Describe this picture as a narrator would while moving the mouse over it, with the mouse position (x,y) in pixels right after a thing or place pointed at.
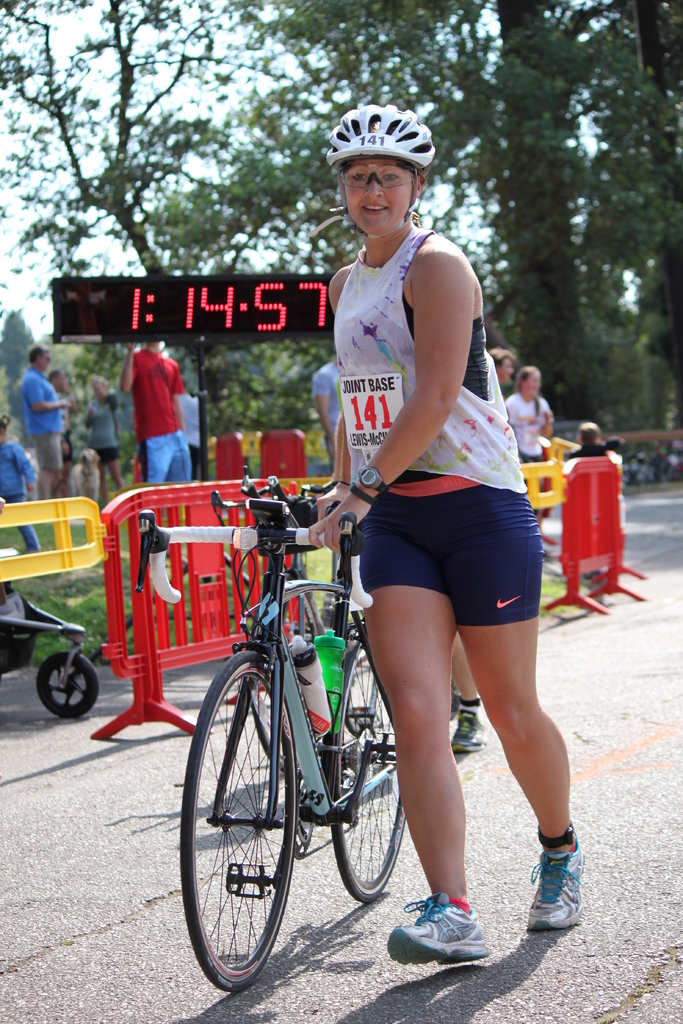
This picture shows a woman (384,633) walking holding a bicycle (400,798) and she wore a helmet (346,118) and spectacles (390,175) and we see trees (556,134) and a digital time board (322,289) and we see few people (11,475) standing.
